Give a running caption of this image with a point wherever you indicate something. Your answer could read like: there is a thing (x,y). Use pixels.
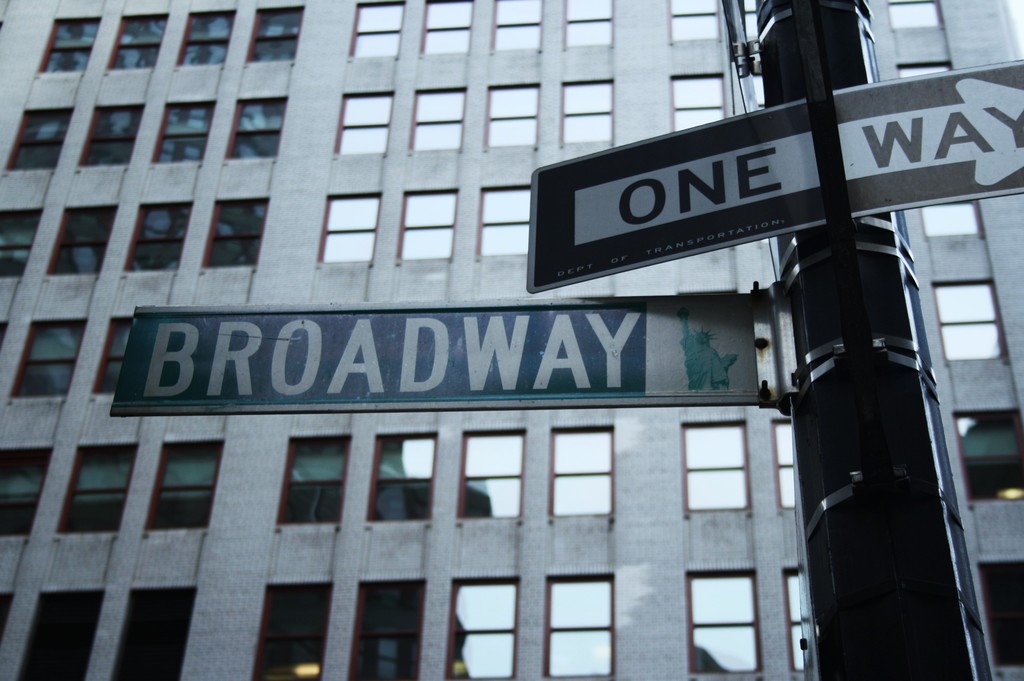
In this image we can see the building (356,59) and here we can see the glass windows (448,136). Here we can see the direction sign board pole (850,224) on the right side (898,370).
